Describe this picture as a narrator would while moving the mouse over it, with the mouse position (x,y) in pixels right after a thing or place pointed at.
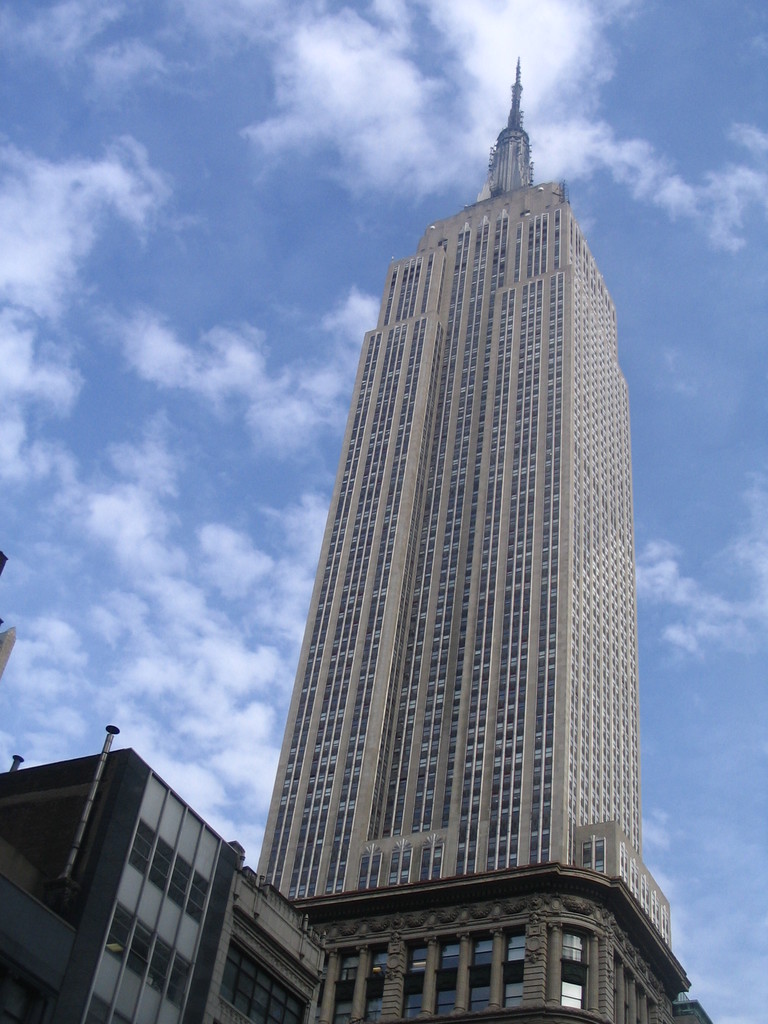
In this image we can see a building (458,705) and a tower (609,745). On the backside (298,523) we can see the sky (244,492) which looks cloudy.
